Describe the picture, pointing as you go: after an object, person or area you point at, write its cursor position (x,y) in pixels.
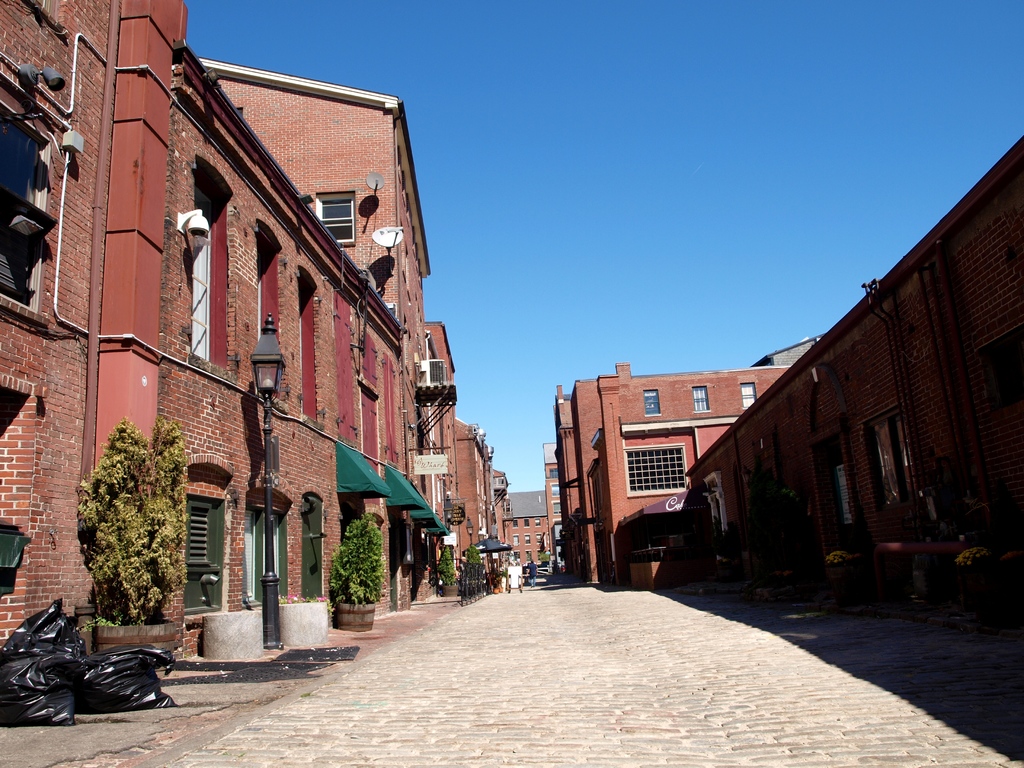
In this image we can see few buildings (735,513) with doors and windows (889,441) and there are some potted plants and we can see a street light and there are few black color bags (31,715) on the left side of the image (32,701) and we can see the sky (628,8) at the top (884,101).
